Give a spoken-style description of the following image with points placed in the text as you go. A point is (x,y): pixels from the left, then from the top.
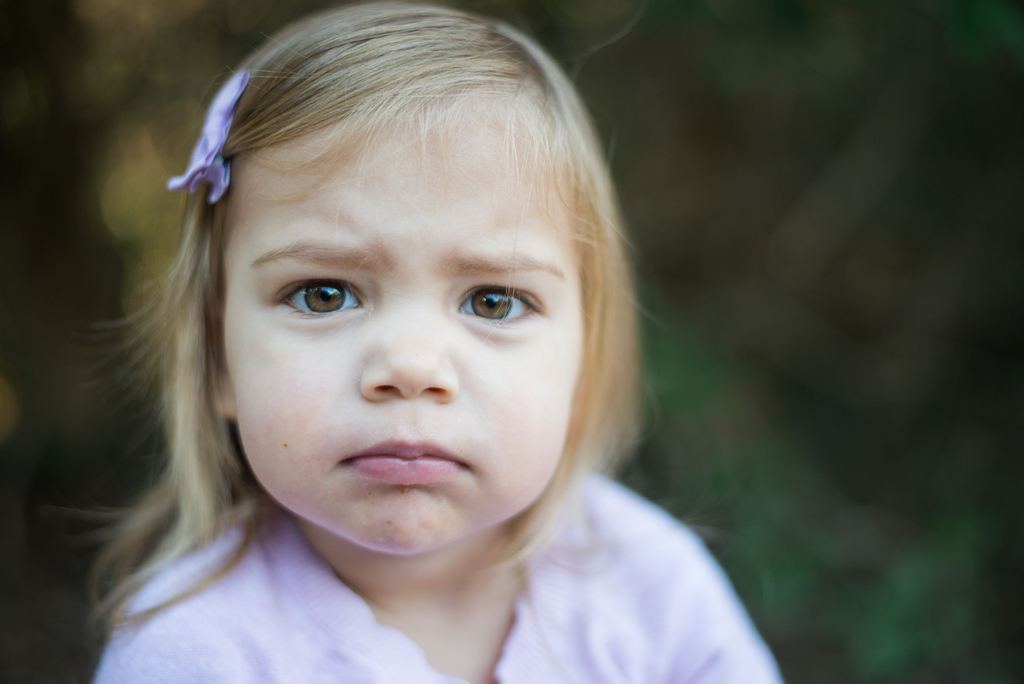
In this image I can see the person (331,533) with the dress (340,623) and there is a blurred background (870,285).
